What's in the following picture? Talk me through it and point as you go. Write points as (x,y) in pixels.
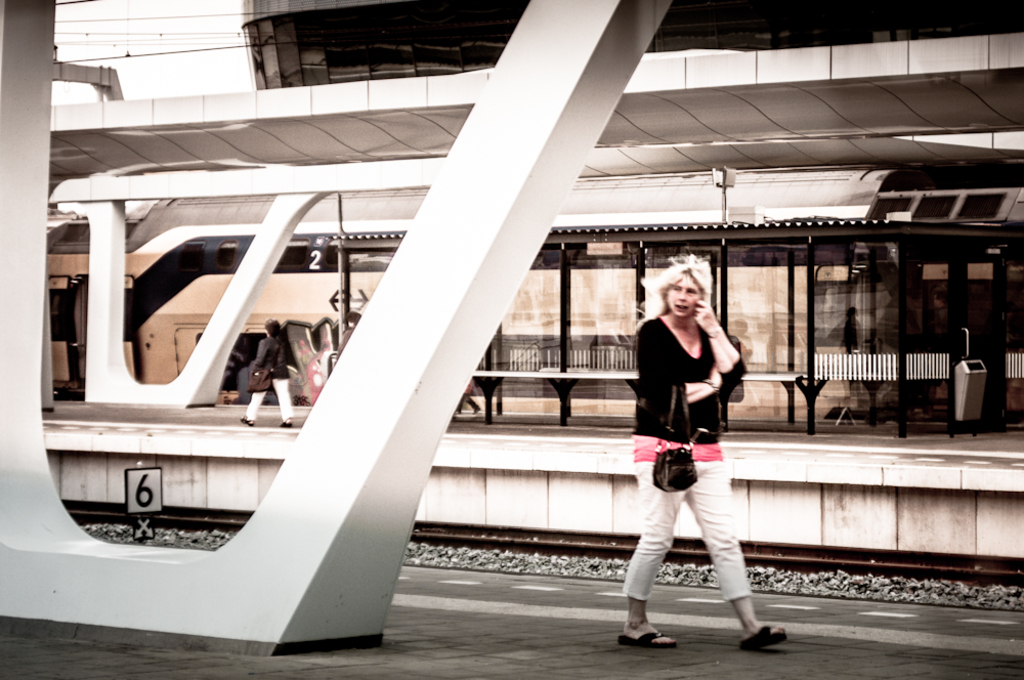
Right side of the image (684,424) there is a woman (663,449) walking on the platform (678,639). Beside the platform (475,594) there is rail track (474,554). Left side (273,351) there is a person (251,423) walking on the platform (232,420). He is carrying a bag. On the platform (210,417) there are few benches (511,375) under the roof (719,145). Left top there is sky (177,58).
